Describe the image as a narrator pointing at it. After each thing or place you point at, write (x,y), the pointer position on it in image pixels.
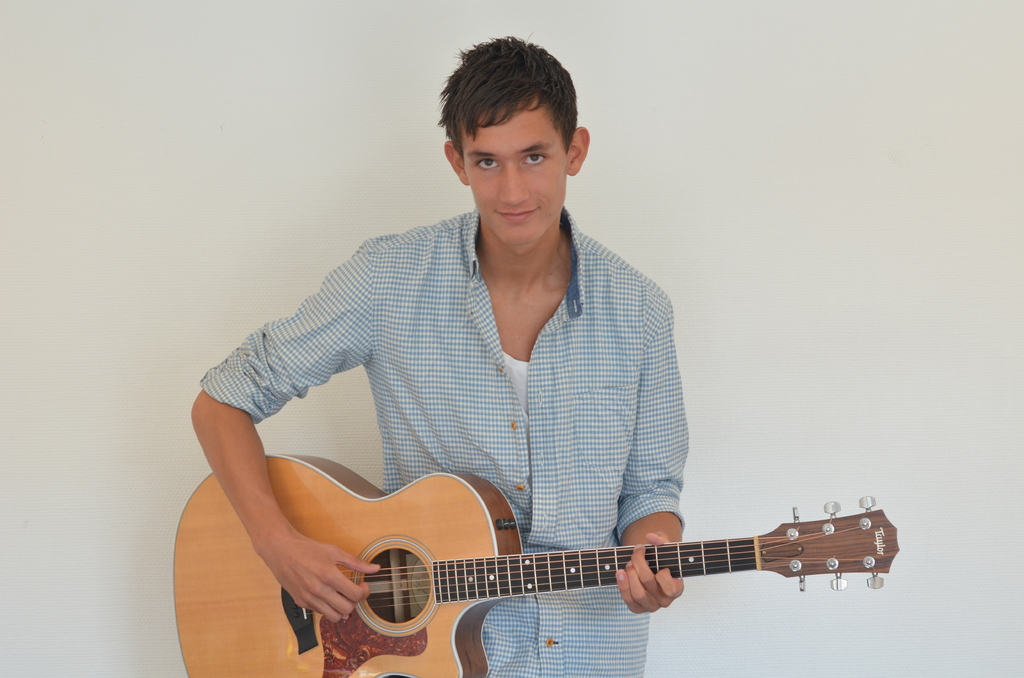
The image consists of a boy (458,308) wearing a checked shirt (550,442) playing a guitar (753,568).
